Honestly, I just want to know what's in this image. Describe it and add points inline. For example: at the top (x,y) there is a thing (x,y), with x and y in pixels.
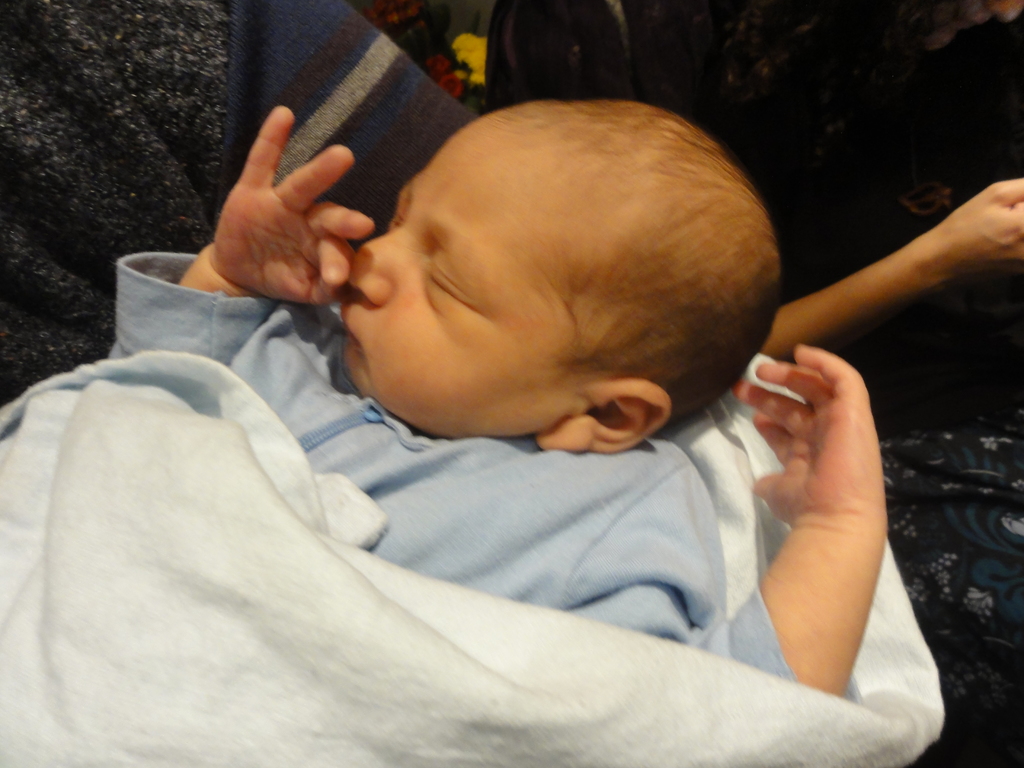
In this image I can see a baby (419,378) in the front (414,382). I can see this baby (464,464) is wearing blue colour dress (514,500). On the right side of this image (848,271) I can see a person (798,312).
